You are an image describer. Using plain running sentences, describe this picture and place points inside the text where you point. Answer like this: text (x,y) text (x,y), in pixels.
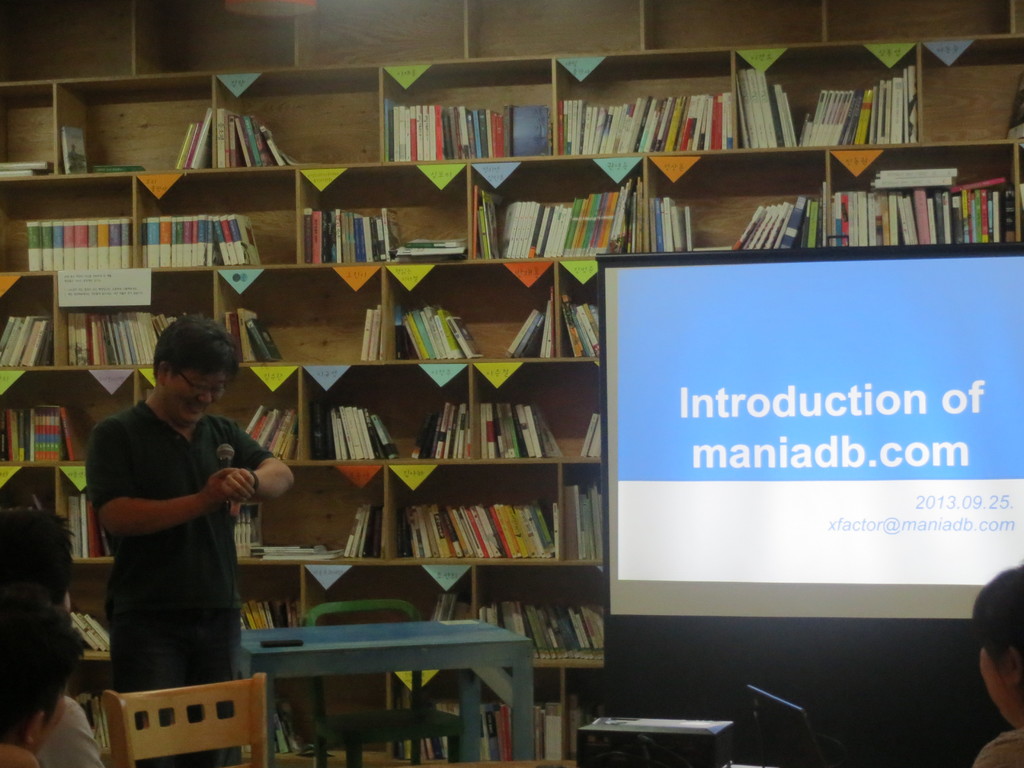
Here in this image we can see a man (197,513) holding a microphone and looking at his own hand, on the right side of the image (713,470) we can see a digital screen (694,468), in the middle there is a table (403,658) and chair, in the background (437,531) can see a book rack (472,264) and there are number of books (416,156) here, on the left side (62,678) we can see two people (27,662).
